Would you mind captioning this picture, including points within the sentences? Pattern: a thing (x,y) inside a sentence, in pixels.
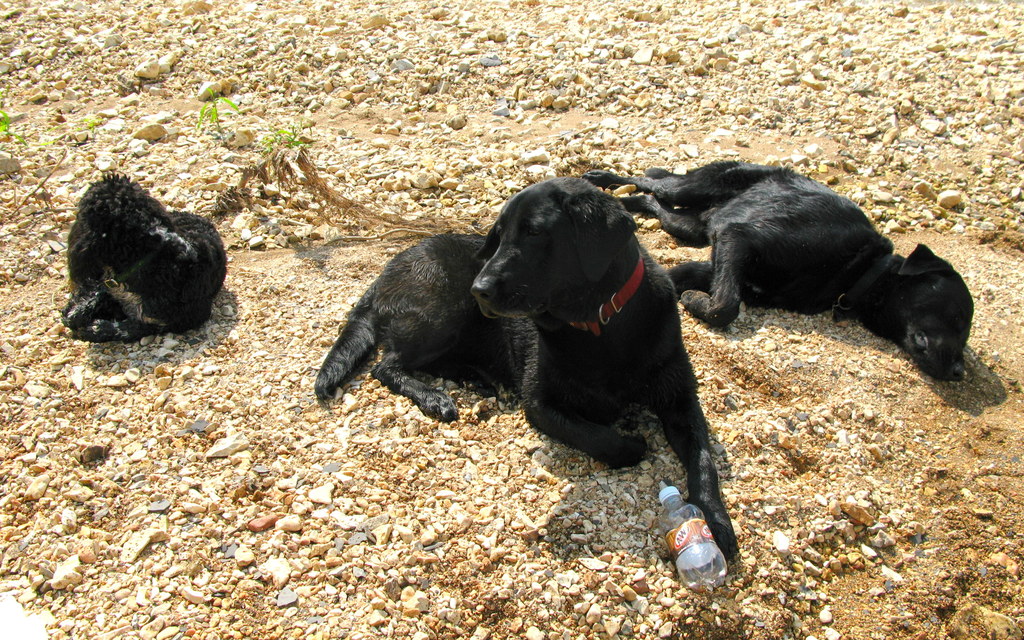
Here in this picture we can see black colored dogs (359,302) present on the ground (320,249) over there and we can see some grass (237,207) and stones (334,463) and a bottle (684,560) present over there.
